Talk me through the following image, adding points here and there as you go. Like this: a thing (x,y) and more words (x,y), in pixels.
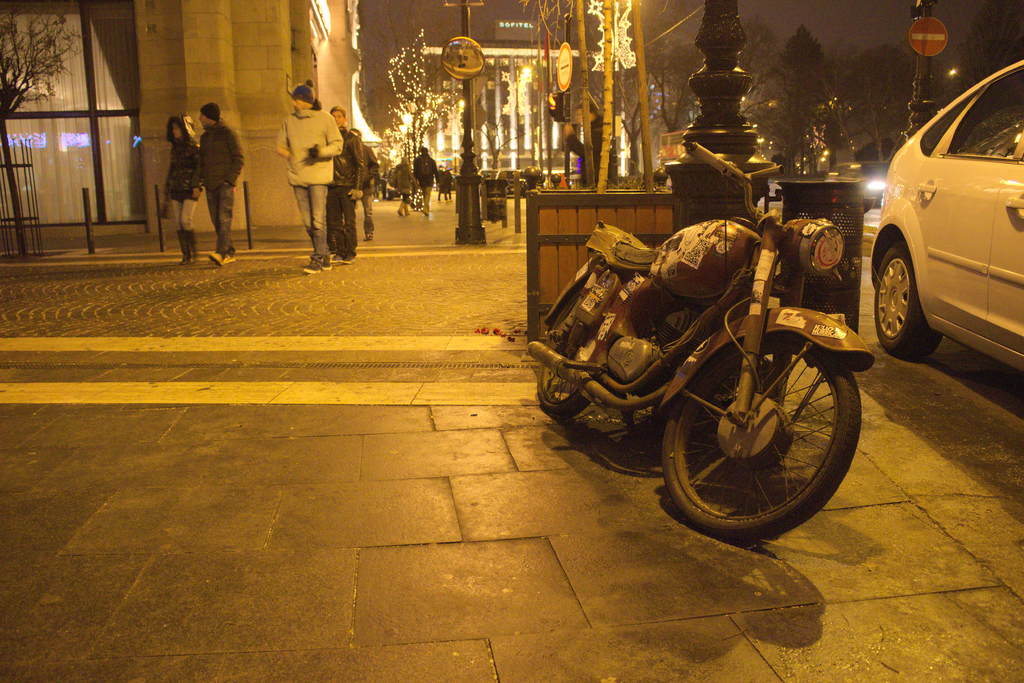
The picture is taken outside a city (533,220). In the foreground of the picture (981,188) there are car (960,229), bike (662,324) and footpath (403,446). In the center of the picture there are people (296,173) walking. On the footpath (422,268) and there are poles (725,112), lights (525,108), trees (425,110), curtain (113,108) and buildings (324,95).
